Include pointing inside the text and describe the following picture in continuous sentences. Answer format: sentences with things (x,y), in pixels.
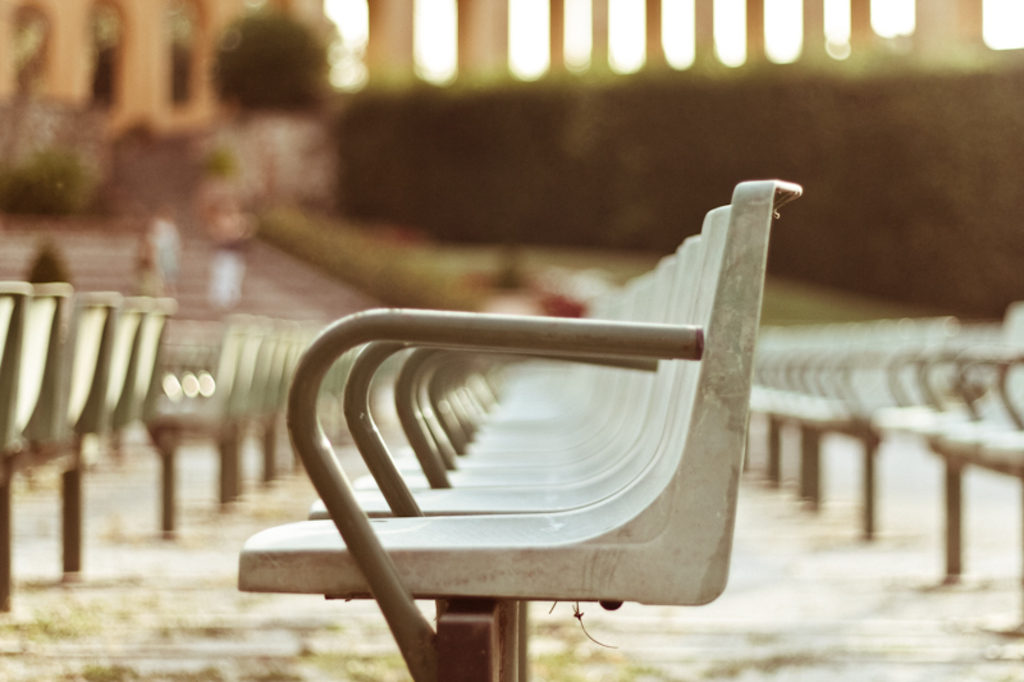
In the center of the image (516,339) we can see attached chairs (606,391). In the background (466,20) there is a building (154,103), pillars (162,52), plants (693,104), two persons (236,234) are standing on the staircase (261,275) and a few other objects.
